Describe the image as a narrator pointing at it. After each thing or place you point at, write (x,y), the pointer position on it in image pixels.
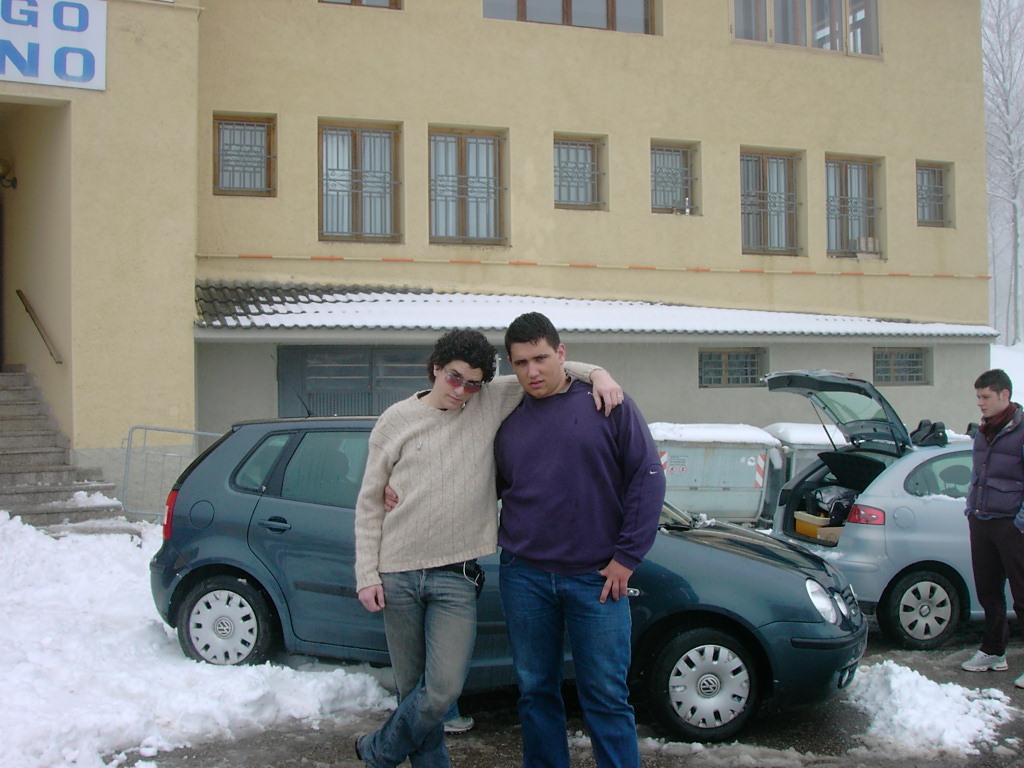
In this image we can see two men (515,548) are standing. One is wearing light brown color sweater (406,492) with jeans (442,668) and the other one is wearing purple sweater (551,509) with jeans (596,663). Behind them cars (842,538) are there and building (574,196) is present. At the bottom of the image (14,635), snow (895,734) is there on the land (783,718). Right side of the image (981,527), one more man (1003,479) is standing. He is wearing jacket (984,469) and pant (988,579).
